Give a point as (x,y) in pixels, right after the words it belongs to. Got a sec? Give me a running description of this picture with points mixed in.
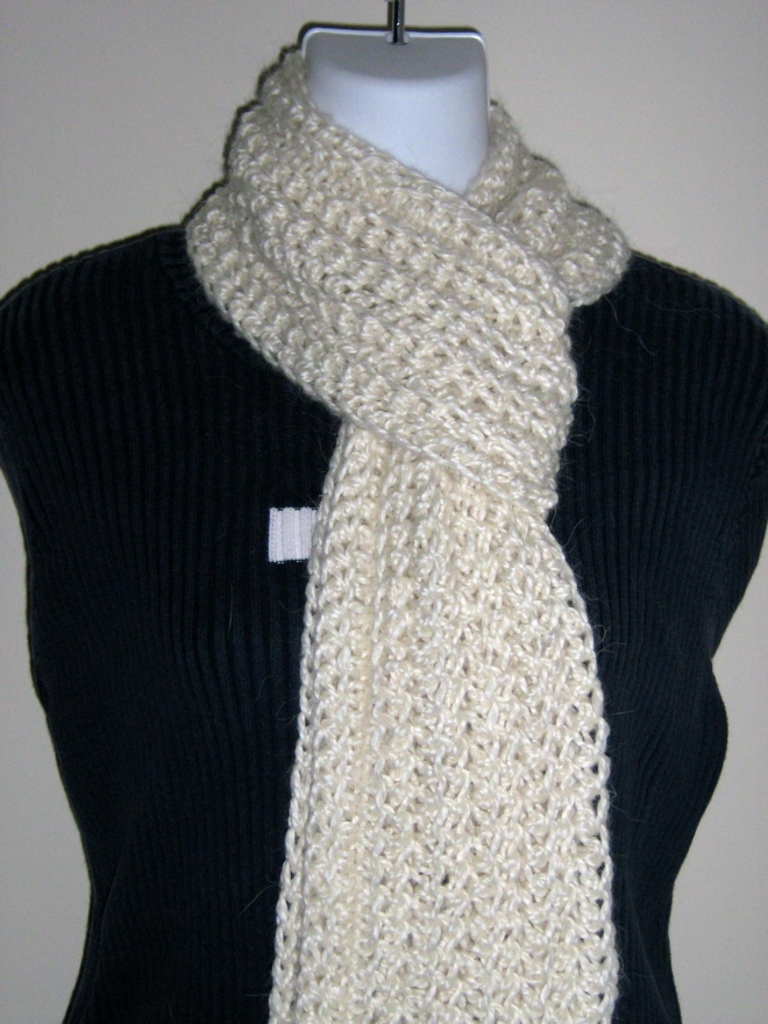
In this image there is a mannequin (249,948) for that there is sweater (52,351) and a stole (396,284).
